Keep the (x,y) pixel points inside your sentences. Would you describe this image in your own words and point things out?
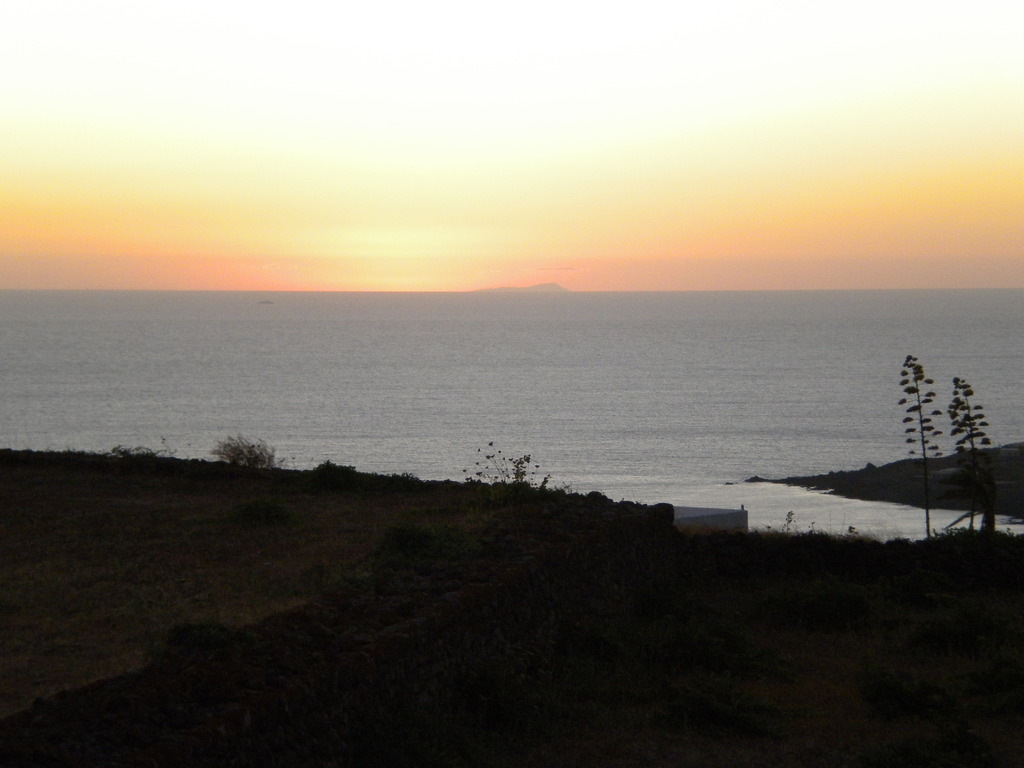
In the image we can see grass (473,519), plant (928,399), water (666,405) and a sky (463,103).
